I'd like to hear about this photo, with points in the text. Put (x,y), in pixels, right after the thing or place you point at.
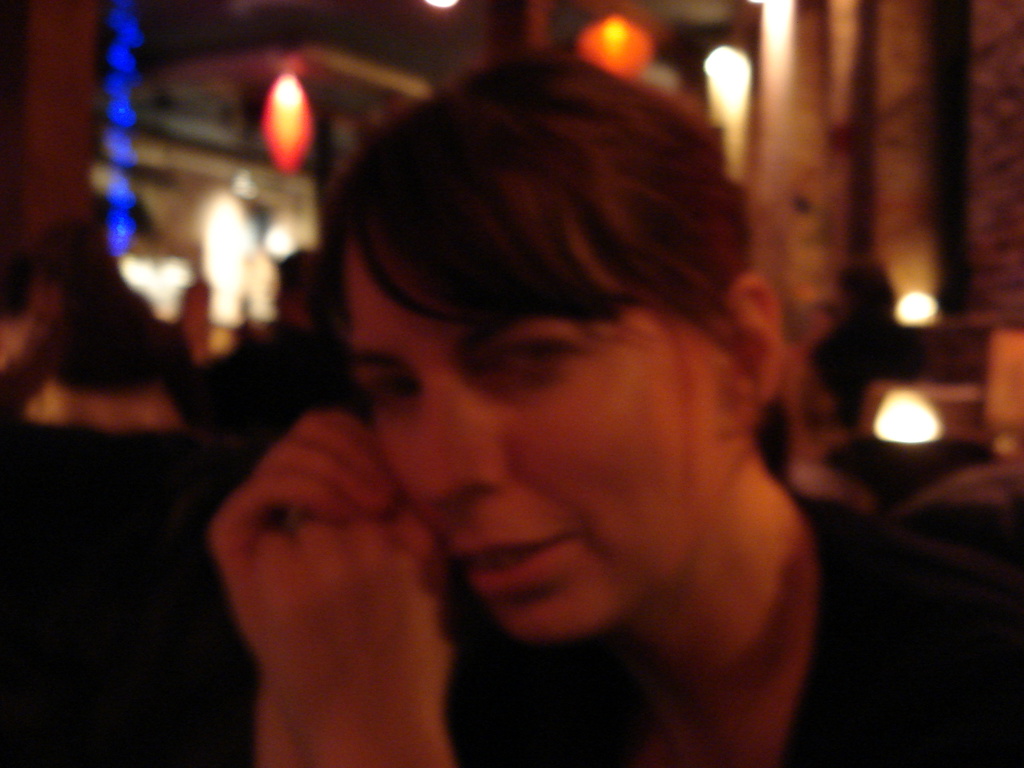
In the foreground of the image (276,650) there is a lady (369,417). In the background of the image (113,422) there are people (127,352). There are lights (293,103). To the right side of the image (800,167) there is a wall (800,189).
